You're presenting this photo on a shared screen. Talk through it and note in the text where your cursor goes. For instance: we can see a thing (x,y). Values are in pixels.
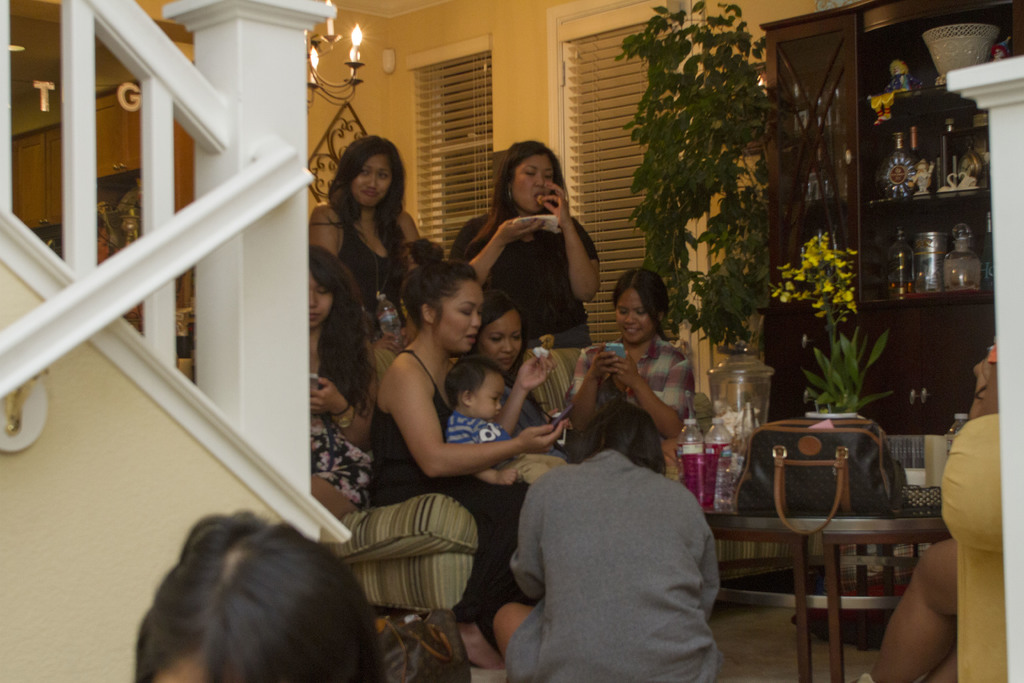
In this image I can see few people (668,550) are sitting on the chairs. In the background (537,252) there two women (461,235) standing. At the back of them there is a wall (534,61) and a window (437,145). On the right side (908,159) I can see a rack (924,210) in which few objects (932,279) are placed and also there are some plants (706,282). On the bottom of the image (857,545) there is a table (836,601) on which a bag (789,469) and few bottles (707,450) are placed.
